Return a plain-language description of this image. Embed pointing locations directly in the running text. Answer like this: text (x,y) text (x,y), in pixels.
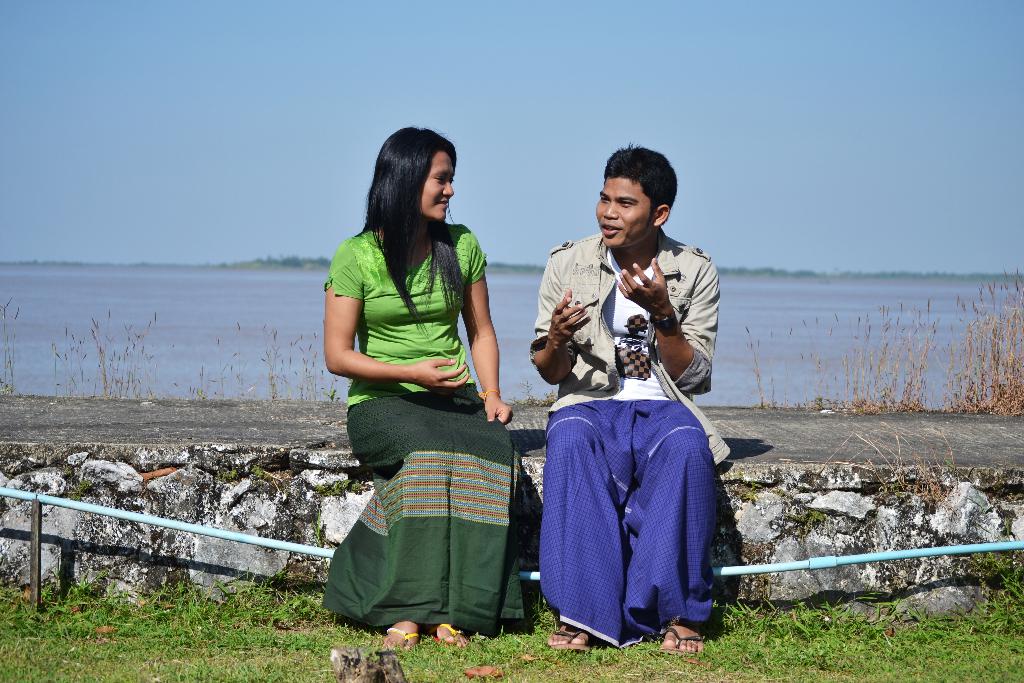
There is one woman (412,318) and a man (646,391) is sitting on a platform (873,440) as we can see in the middle of this image (532,414). We can see the water surface (173,344) in the background (275,282) and the sky (516,222) is at the top of this image (586,104). We can see a grassy land (377,636) at the bottom of this image (513,654).
